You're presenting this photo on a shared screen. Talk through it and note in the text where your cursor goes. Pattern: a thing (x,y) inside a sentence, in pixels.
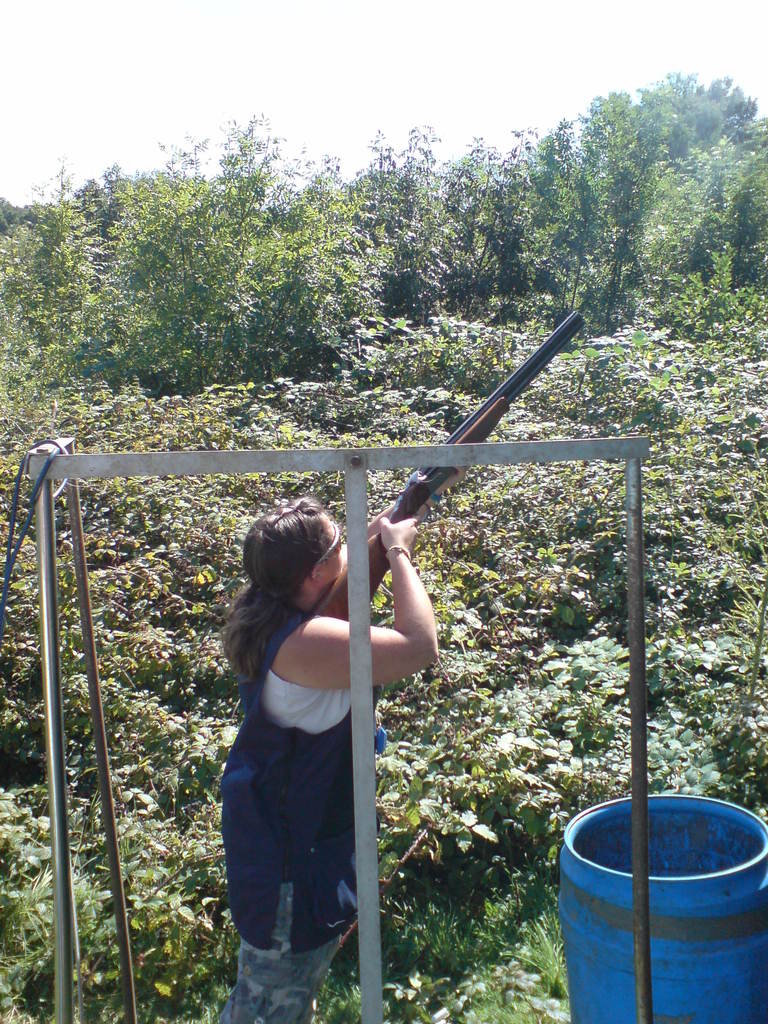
In the picture we can see a woman (252,891) standing on the grass surface (40,893) and holding a gun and looking up and behind her we can see a stand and in front of her we can see, full of plants (548,750) and in the background (464,285) also we can see plants (336,268), trees (253,204) and sky (598,73).
